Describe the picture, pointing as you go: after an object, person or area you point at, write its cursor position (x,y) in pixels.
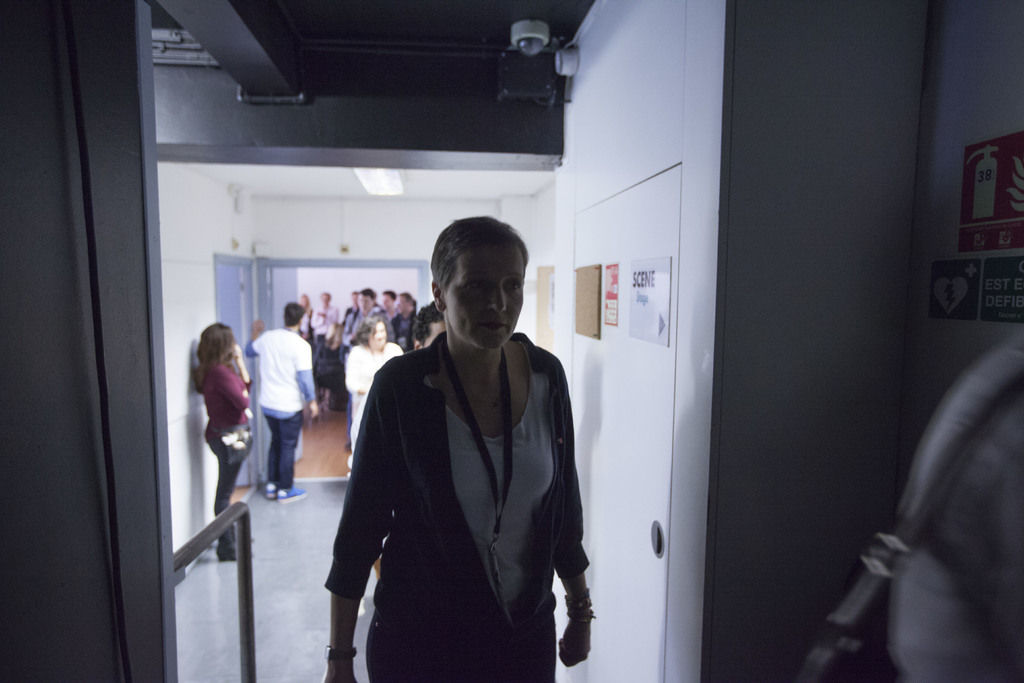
In the middle of the image (466,276) few people (394,678) are standing and walking. Behind them there is wall (200,223). At the top of the image (446,200) there is ceiling (479,195) and lights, on the wall (663,211) there are some sign boards (967,147) and banners (652,329).
